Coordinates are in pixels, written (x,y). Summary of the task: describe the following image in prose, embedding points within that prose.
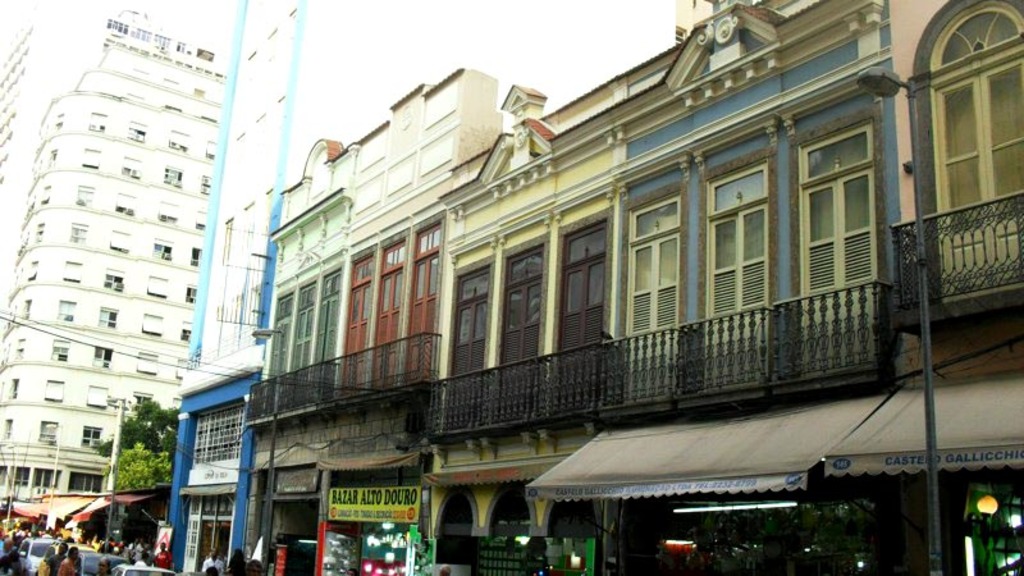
This image is taken outdoors. At the bottom of the image (61,564) there are a few people (74,562) on the road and a few cars (39,557) are parked on the road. In the middle of the image (557,231) there are a few buildings (345,206) with walls (74,203), windows (87,482), doors (520,318), railings (1004,284), roofs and balconies (507,412). There are a few boards (388,495) with text (341,500) on them and a few stalls (35,507) and trees (118,482).
